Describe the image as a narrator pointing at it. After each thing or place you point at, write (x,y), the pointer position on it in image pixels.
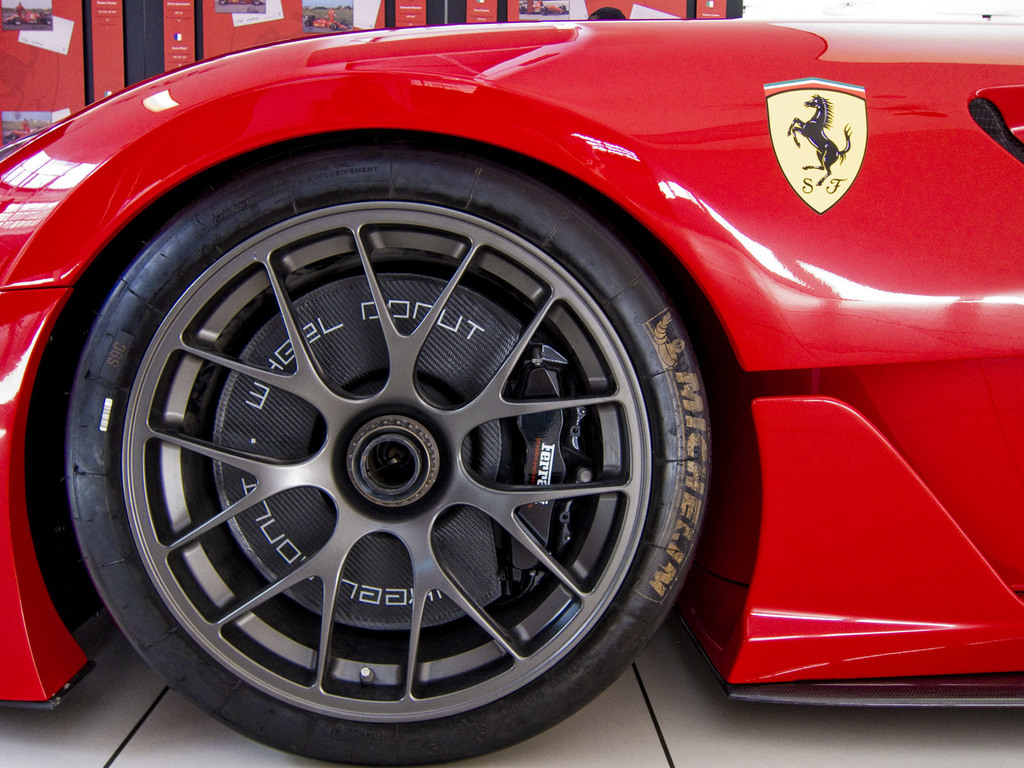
This image is taken indoors. At the bottom of the image (597,716) there is a floor (117,753). In the middle of the image (426,262) a car (356,249) is parked on the floor (609,706). The car (756,340) is red in color. In the background (136,41) there is a wall (139,61) and there are a few posts (325,25) and boards (222,17) with text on them.
